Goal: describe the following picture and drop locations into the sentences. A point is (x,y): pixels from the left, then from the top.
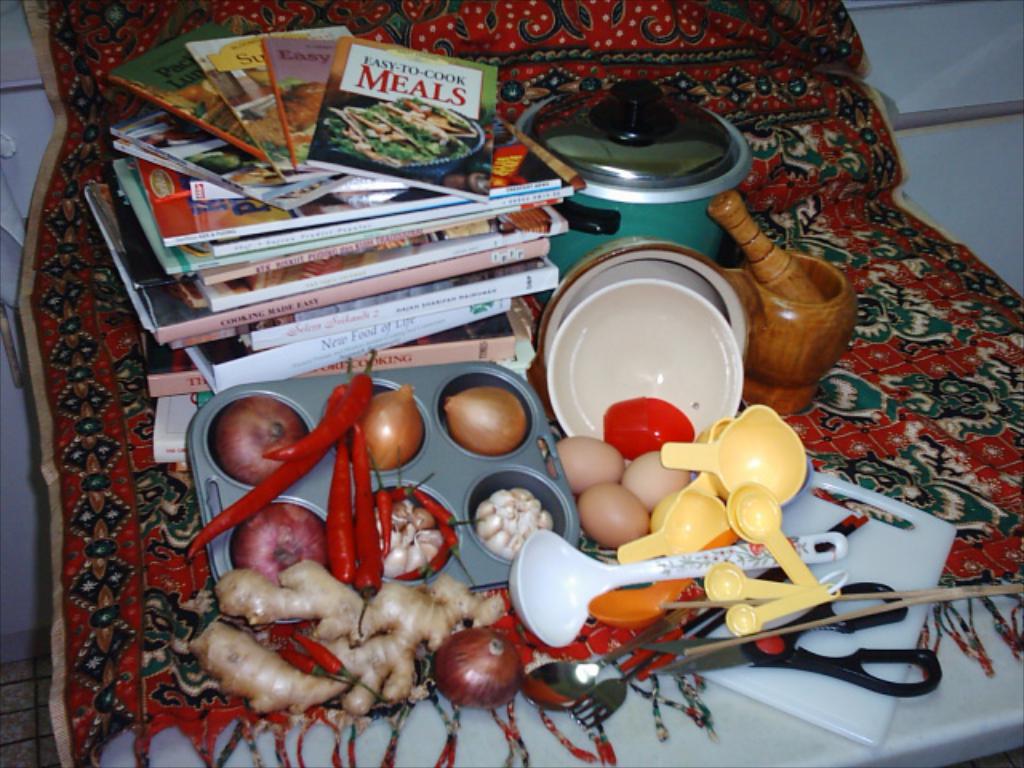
In this image, so many books (330,268), cooking pot (662,204), some bowl (802,350) with stick (762,252), few bowls (674,377), spoons (716,596), scissors (643,645), chopping board (890,562), onions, ginger (313,591), garlic (527,515), eggs (574,483), muffin tray (462,492), red chili (325,445). These objects (272,334) are placed on the cloth (973,462). Here we can see some white color surface (885,751).
